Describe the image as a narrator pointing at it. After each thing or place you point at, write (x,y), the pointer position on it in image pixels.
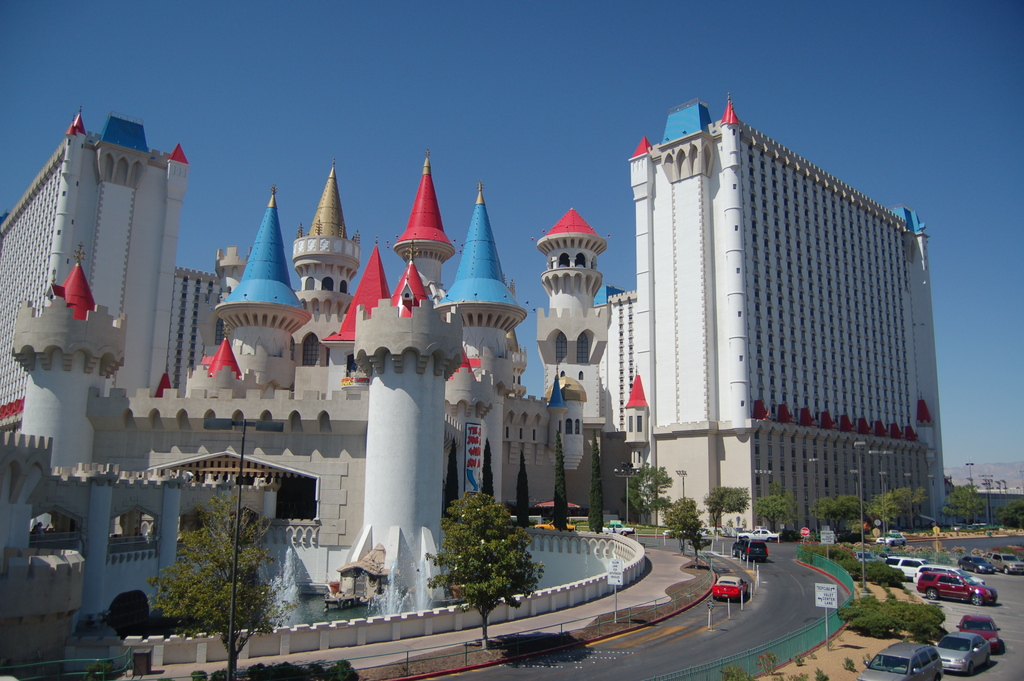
In this image we can see a group of vehicles (923,581) on the ground (782,609). We can also see some plants (911,611), trees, poles (936,558), the sign boards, buildings (861,428) with windows (867,327) and the sky (1007,217) which looks clear.
